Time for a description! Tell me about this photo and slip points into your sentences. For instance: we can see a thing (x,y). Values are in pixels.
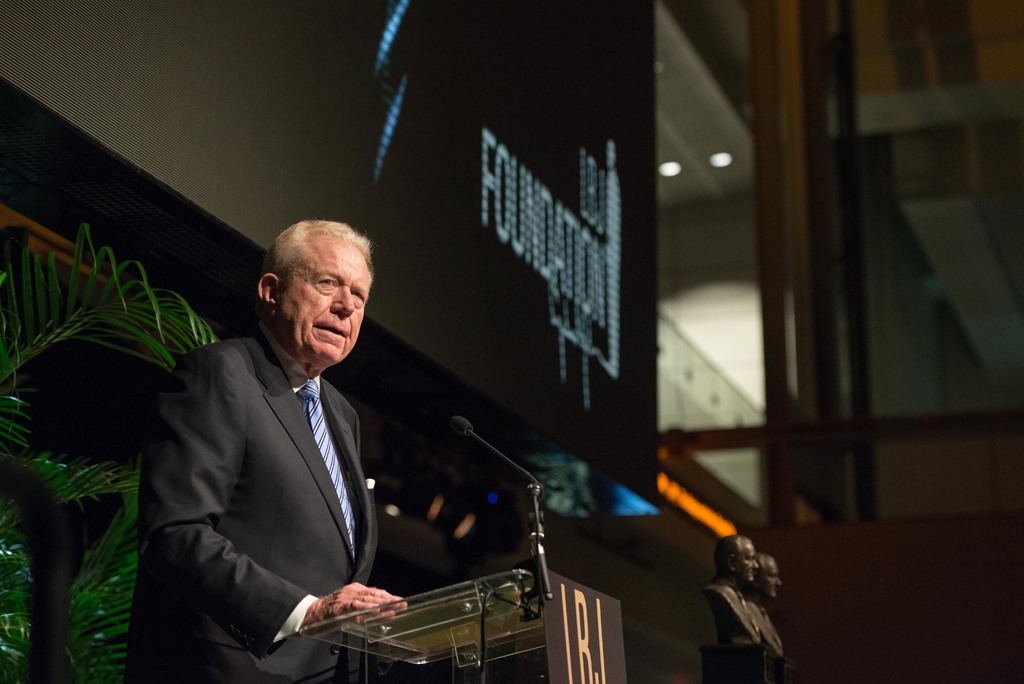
In this image we can see a person (242,393) standing. Near to him there is a stand (481,600) with mic (543,598) and text (578,641). Also there is a plant (49,469). And there is a board (400,111) with text (594,249). In the back (746,542) we can see statues (739,601) on a pedestal (757,650). Also there is a glass wall (729,237).
